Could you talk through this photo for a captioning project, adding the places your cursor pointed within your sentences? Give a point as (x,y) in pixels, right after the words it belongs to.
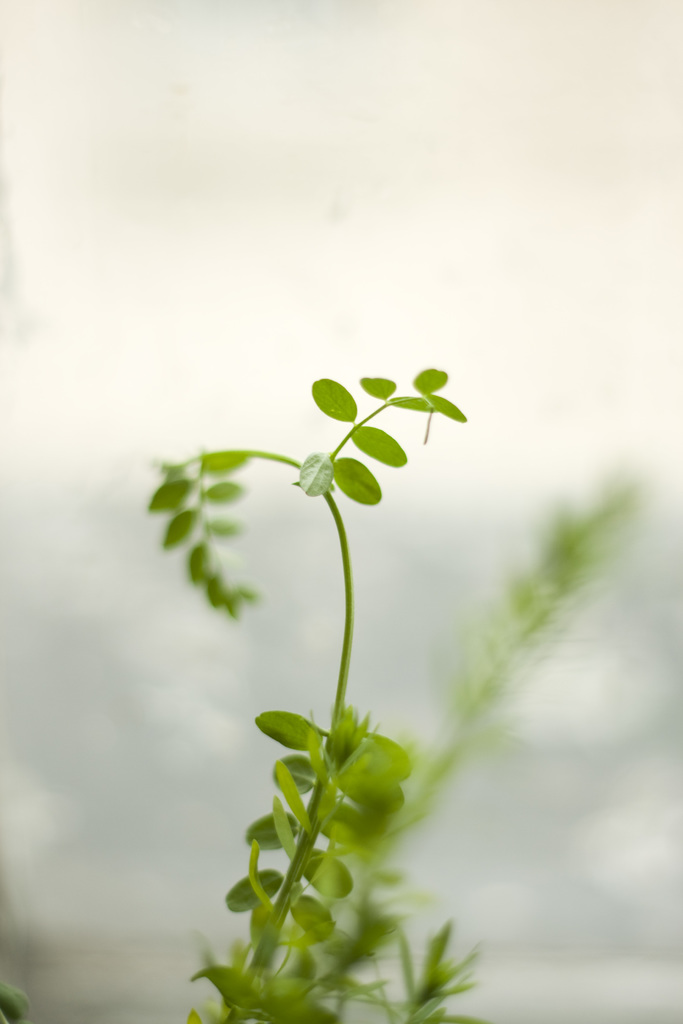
In this picture we can see leaves (368,900) of a plant (376,497) in the front (371,489), there is a blurry background (504,875).
